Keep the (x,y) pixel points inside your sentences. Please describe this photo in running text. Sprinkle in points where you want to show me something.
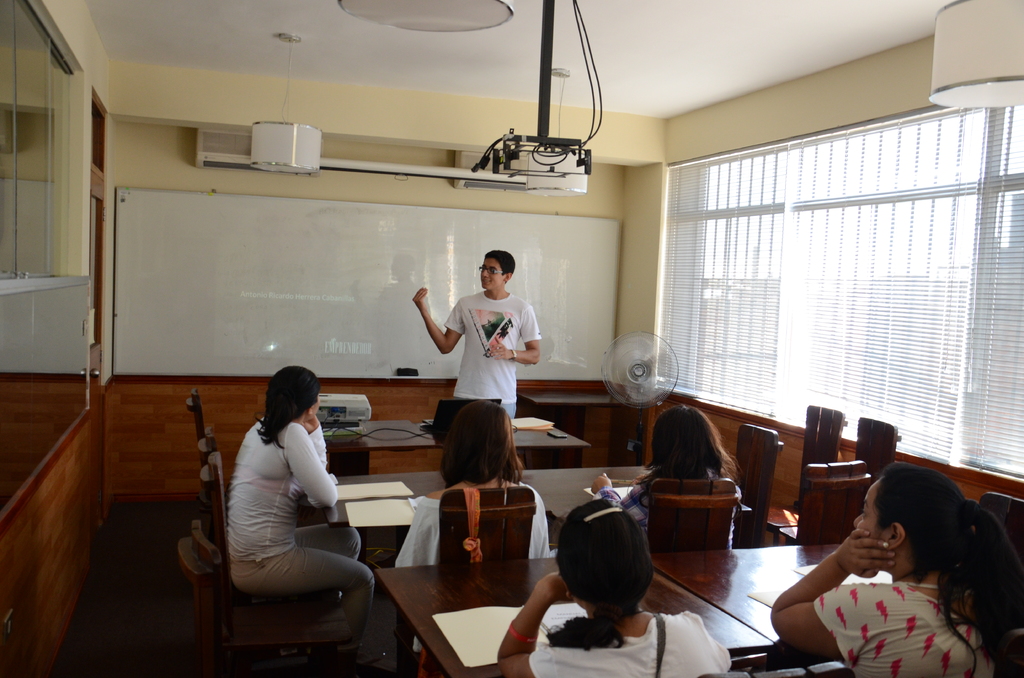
This picture describes about group of people (462,447) in a room (662,606) they are all seated on the chair (520,512), except one person (485,307) is standing in front of the projector screen (330,267), in the image we can see lights (281,165), projector screen (348,256), fan (652,371) and a mobile (561,433).
